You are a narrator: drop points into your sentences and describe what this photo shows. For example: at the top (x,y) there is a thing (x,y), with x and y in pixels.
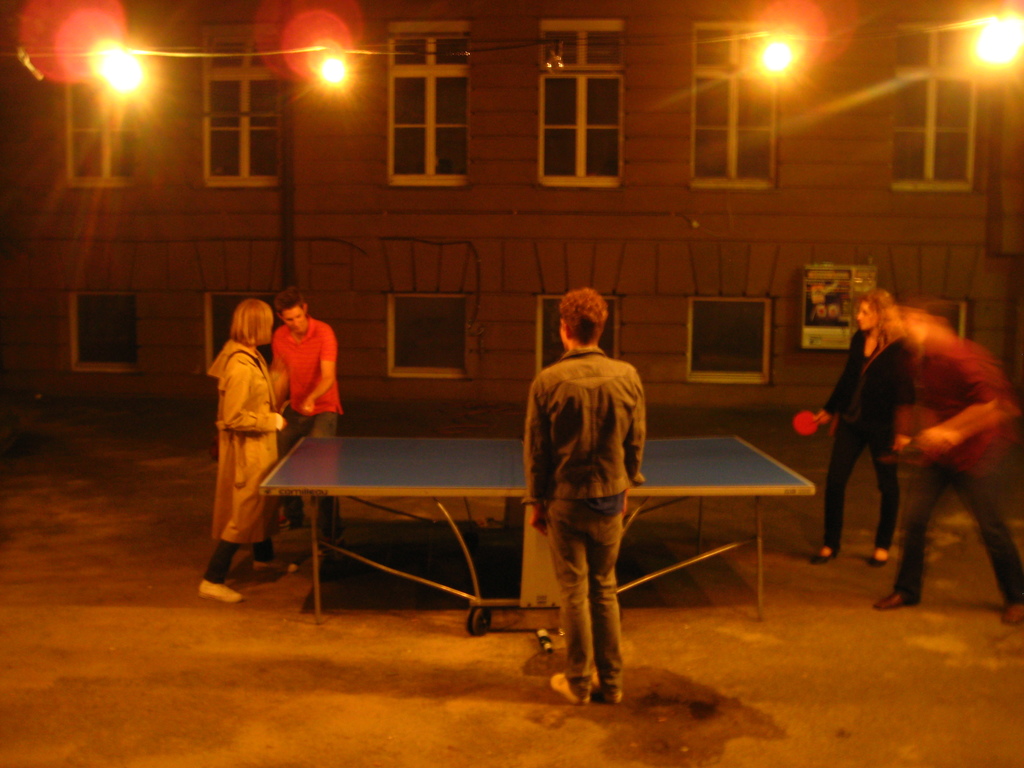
In this picture there are people (234,400) standing, among them there is a person (862,440) holding a bat (798,429) and we can see table (404,572) on the surface (330,646). In the background of the image (404,181) we can see lights (135,83), poles (291,199), wall (364,154) and windows (403,131).
